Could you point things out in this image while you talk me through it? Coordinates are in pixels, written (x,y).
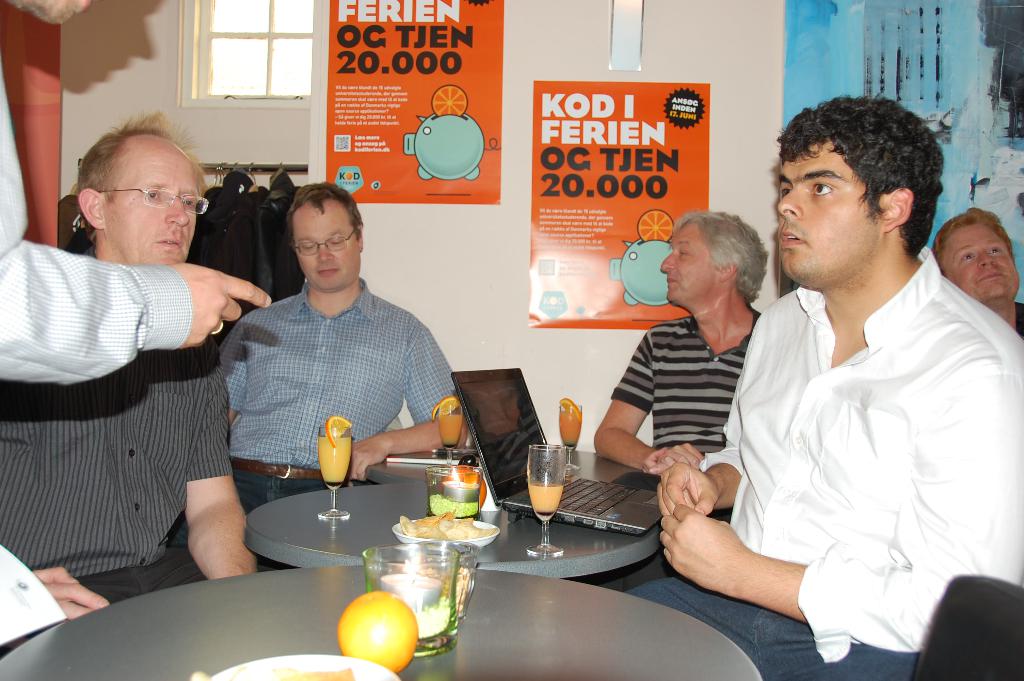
This picture describes about group of people (828,401), few are seated on the chair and one person (54,301) is standing, in front of them we can find couple of glasses (436,549), fruits (373,634), laptop (594,487) on the table (555,531), in the background (480,208) we can see couple of wall posters (567,111) on the wall (691,69).
